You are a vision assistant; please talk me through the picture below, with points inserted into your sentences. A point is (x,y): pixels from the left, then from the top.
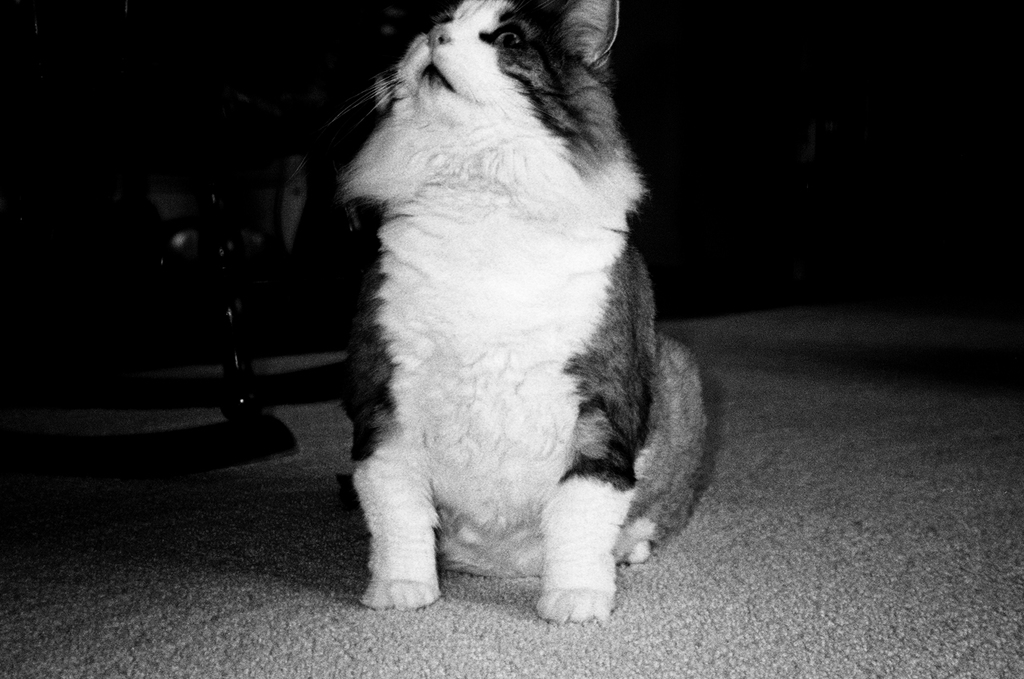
In this picture we can see a cat (471,299) is seated on the floor (682,561).
